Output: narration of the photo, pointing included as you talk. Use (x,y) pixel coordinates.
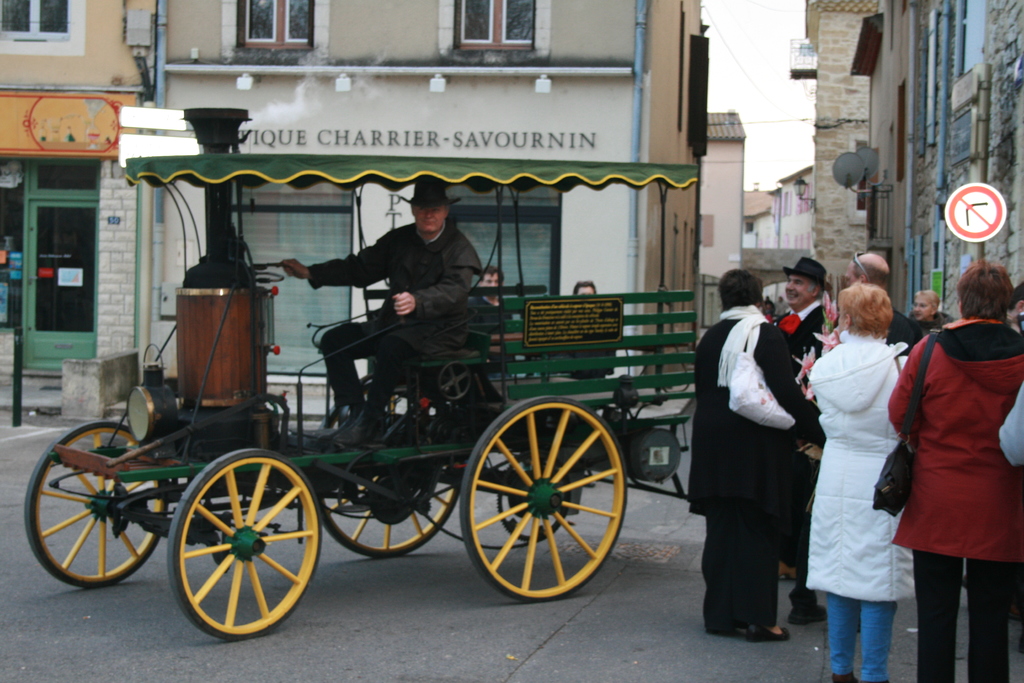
In this picture we can see a group of people (878,570) standing on the road (446,639) and a man (388,384) sitting on a cart (414,425), sun shade (145,169), buildings (917,116) with windows (926,140), signboard (958,198), pipes (943,203) and in the background (729,22) we can see sky (774,55).
